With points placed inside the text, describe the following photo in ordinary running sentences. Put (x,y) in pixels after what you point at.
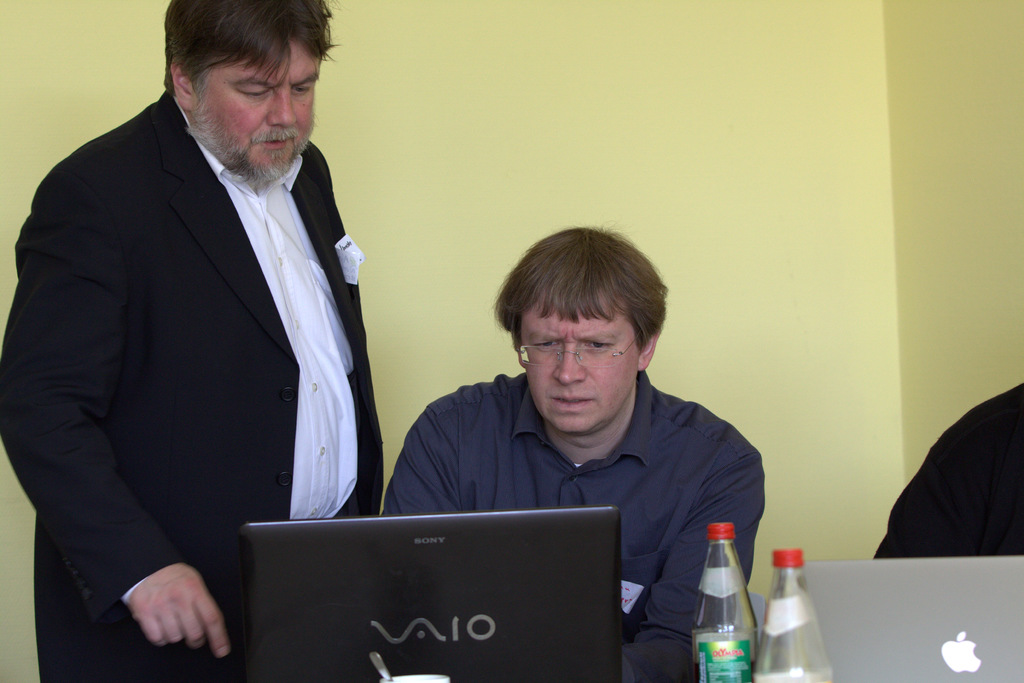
In this image, there are two persons (132,231). One is standing who's wearing a black color suit (219,250) and another is sitting in front of the laptop (489,622). In the right side of the image (976,441) bottom, person (983,491) is visible which is half and a Apple laptop (896,652) is visible and two bottles (801,622) are visible. In the background (705,73) a wall (601,54) is visible which is light yellow in color. This image is taken inside the office (733,220).
